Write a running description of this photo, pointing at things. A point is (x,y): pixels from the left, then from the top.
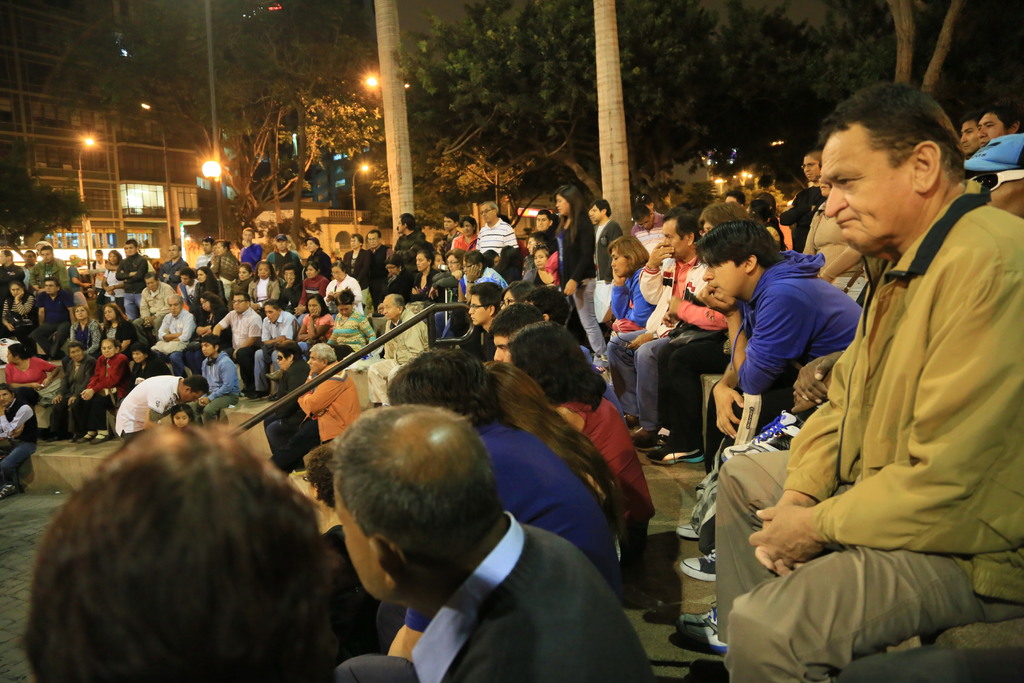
In this picture we can see a group of people (786,317) where some are sitting on steps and some are standing and in the background (385,154) we can see trees (770,39), lights (372,76), buildings (327,180).
